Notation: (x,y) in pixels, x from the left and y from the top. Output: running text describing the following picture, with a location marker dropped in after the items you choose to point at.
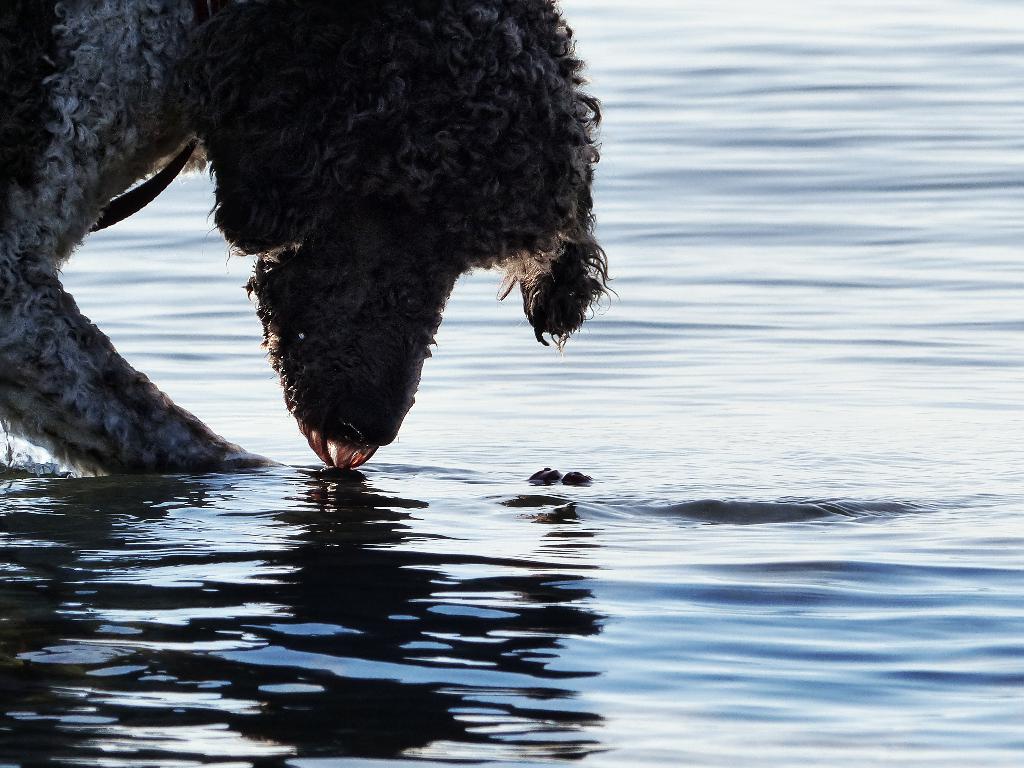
On the left side of the picture (189,29) there is a dog (340,68) drinking water (767,42). In the picture there is water (782,437).
